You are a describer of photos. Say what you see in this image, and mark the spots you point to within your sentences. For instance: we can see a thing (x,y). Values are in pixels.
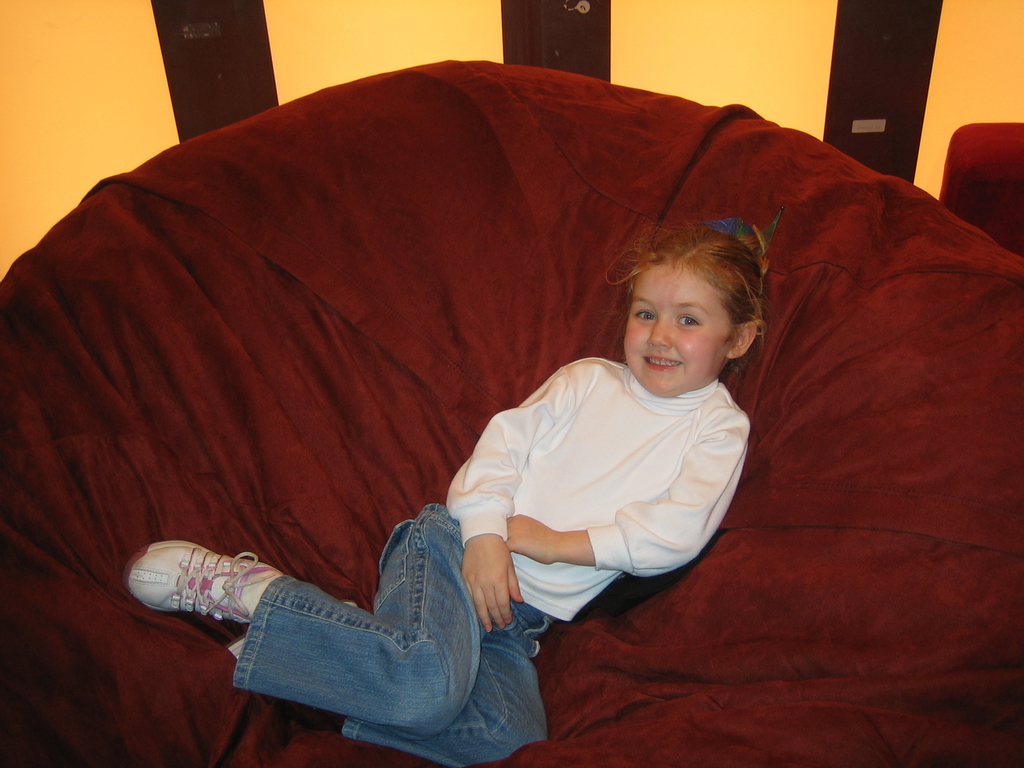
In this image there is a girl (467,619) laying on a sofa (173,492), in the background (731,34) there is a wall (113,59).
